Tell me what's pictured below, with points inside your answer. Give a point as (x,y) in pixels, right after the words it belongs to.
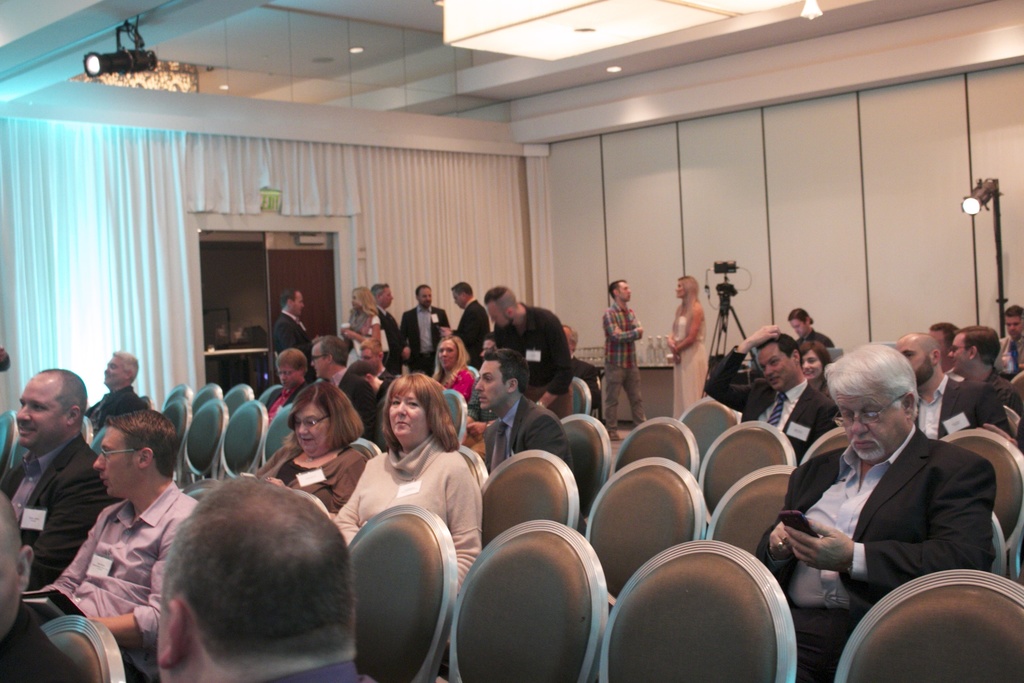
In this image we can see a few people (454,349) who are sitting on a chair (51,629). In the background (536,335) we can see a few people (412,353) who are standing and there is a person (437,339) standing here and he is talking to a person (415,334). This is a roof (437,12) with lighting arrangement (569,20).
